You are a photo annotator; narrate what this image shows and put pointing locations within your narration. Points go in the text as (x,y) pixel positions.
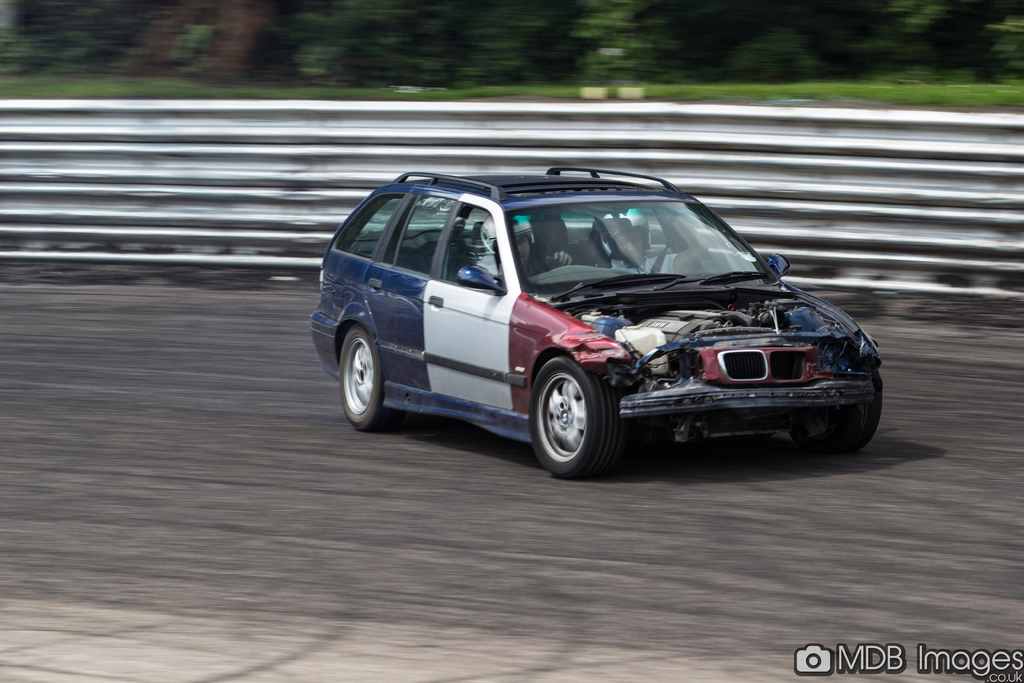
In this picture I can see two persons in a car (574,324), which is on the road (621,460), there are guard rails (616,130), and in the background (496,76) there are trees (954,61) and there is a watermark (1001,678) on the image.
